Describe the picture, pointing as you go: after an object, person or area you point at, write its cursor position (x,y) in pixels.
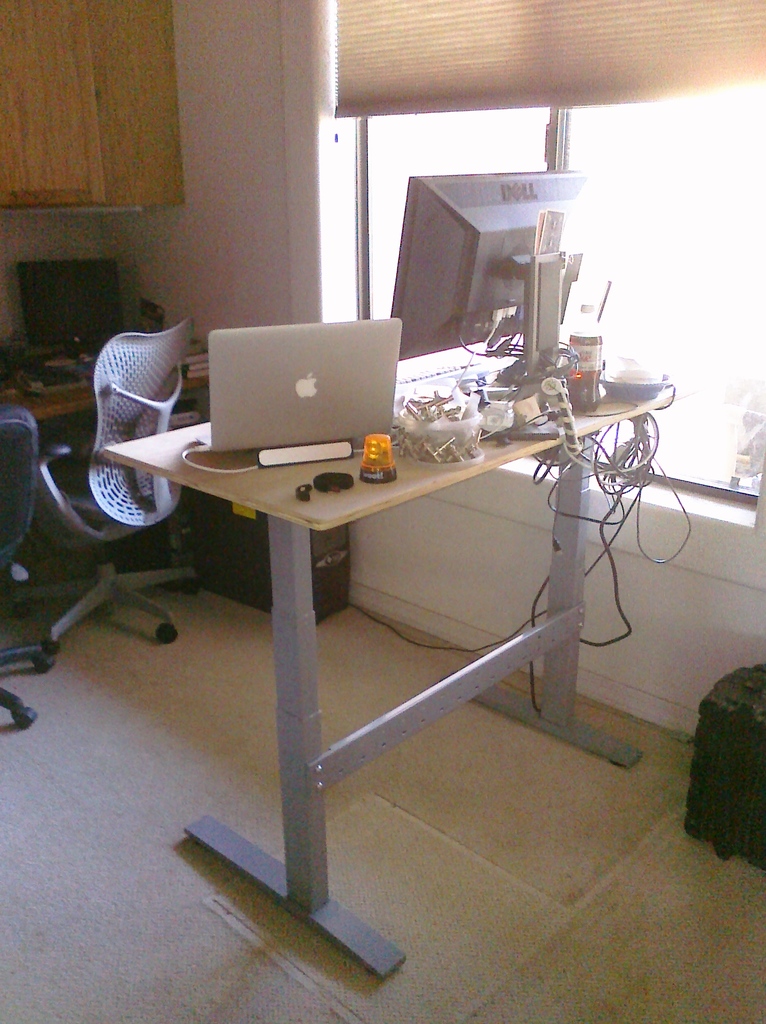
Here we can see a table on the floor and system (390,362) and some other objects (493,386) on it, and here is the chair (32,475), and here is the window (601,161).
